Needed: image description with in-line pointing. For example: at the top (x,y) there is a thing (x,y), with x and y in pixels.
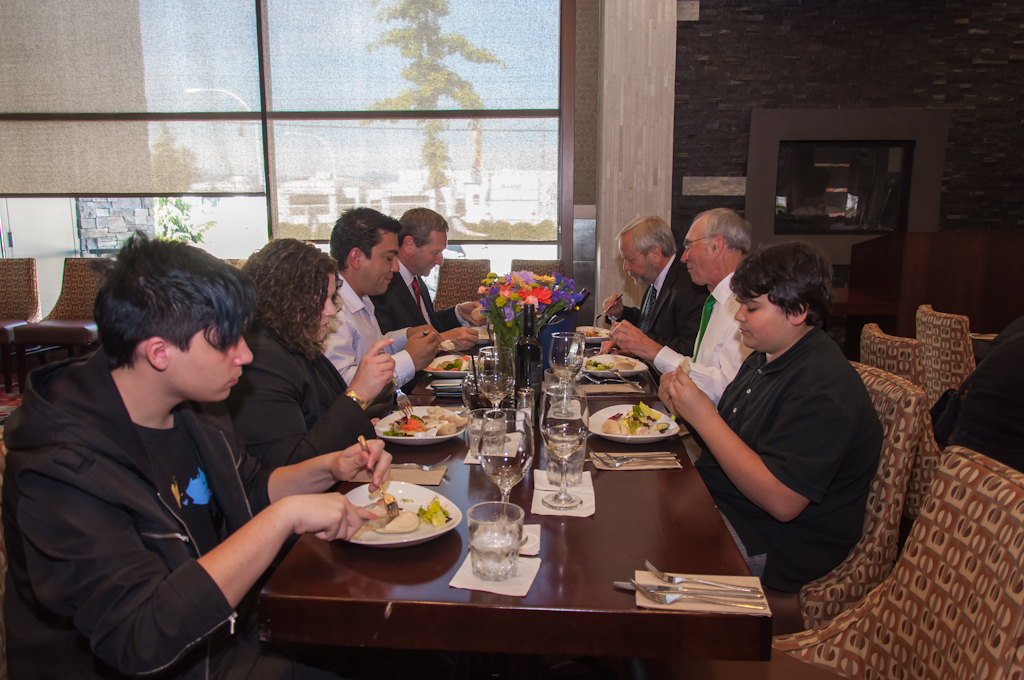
A picture inside of a restaurant (613,262). Persons (661,262) are sitting on a chair (882,465). On this table (544,556) there are plates (424,528), glasses (501,432), bottle (531,358), flowers (532,290) and food (429,415). Outside of this window (280,195) we can able to see buildings (505,185) and trees (406,93). This 4 persons (153,447) wore black jacket (311,401).
